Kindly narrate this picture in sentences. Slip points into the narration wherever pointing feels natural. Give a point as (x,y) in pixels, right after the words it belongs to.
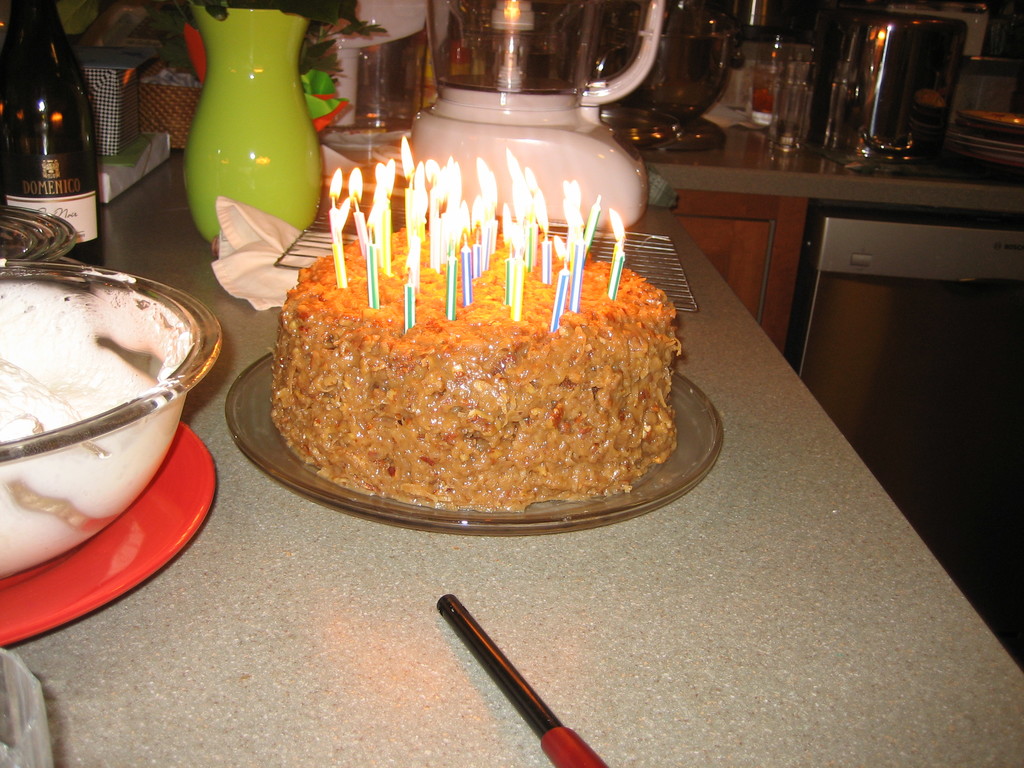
In this image I can see the cake (561,400) on the glass plate (570,515) and I can see few candles (438,261) and I can also see few bowls (125,326), bottles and few objects (759,19) on the brown color surface (772,621).
